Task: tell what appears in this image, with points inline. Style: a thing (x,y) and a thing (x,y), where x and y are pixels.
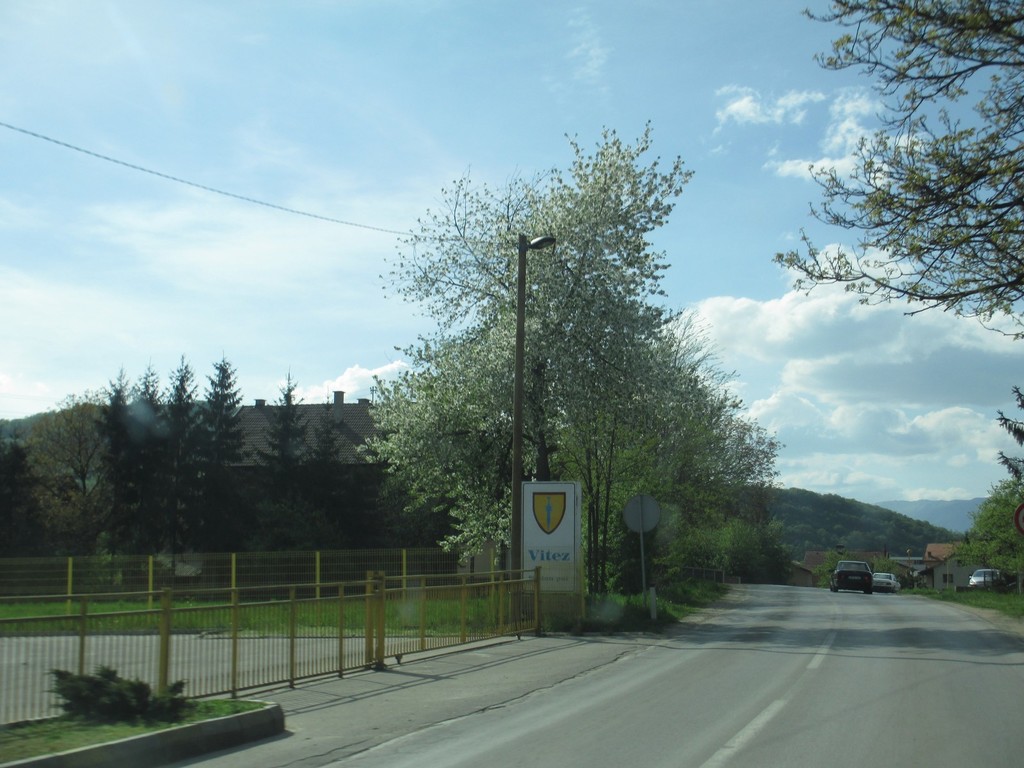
This a picture of a outdoor. Here we can see on the road (845,616) there are two cars (861,584) one in black color and other is in white color there is other car (978,581) which is in parking (984,576) and there are houses (937,569) near to the car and also shed (353,447) behind the tree (475,478). This is a tree (566,341) front of the tree (528,318) there is a pole (522,334) with a street light (526,244) and here is a board (533,518) signing Vitez and this a gate (372,617) which is colored yellow color. And background of the tree (275,438) and the shed (241,429) this is sky (362,150) with clouds (835,362).
